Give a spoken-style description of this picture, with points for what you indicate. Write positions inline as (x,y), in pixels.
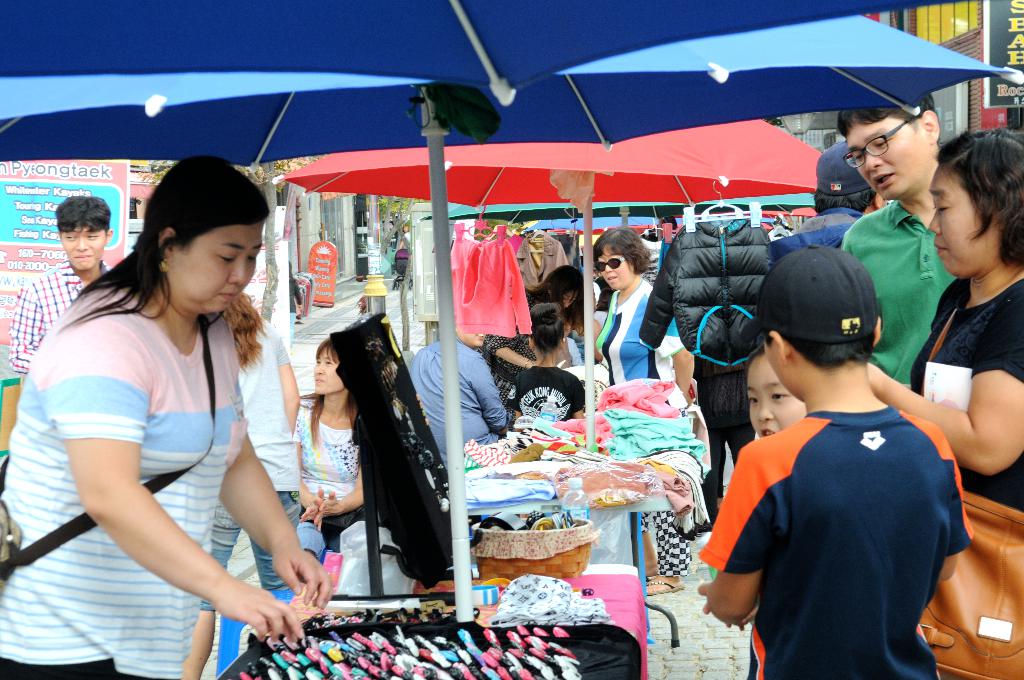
In the image there are few people (323,571) standing. In front of them there is a table (558,500) with clothes (606,442) and many other items (402,400). There are poles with umbrellas (559,203). Also there are buildings (315,212) walls (311,229) and posters (13,300).
